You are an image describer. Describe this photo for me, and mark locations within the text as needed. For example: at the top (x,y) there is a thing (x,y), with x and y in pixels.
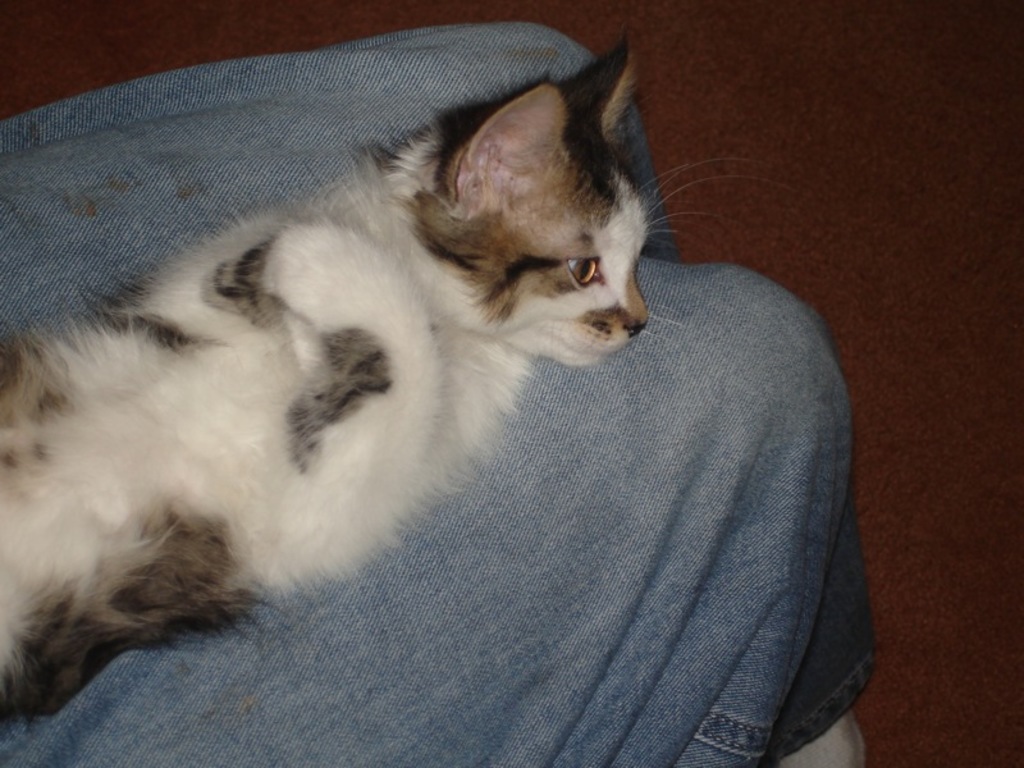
In this image we can see one cat (364,232) on the surface (367,117).
